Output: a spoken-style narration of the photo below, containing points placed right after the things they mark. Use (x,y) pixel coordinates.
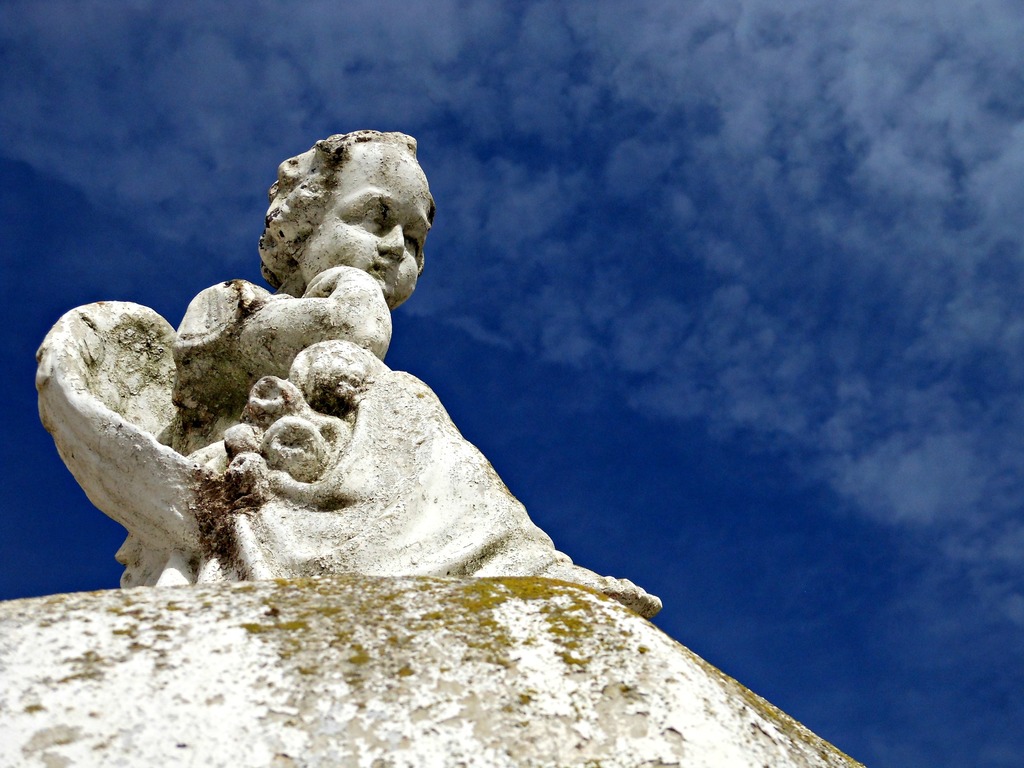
In the foreground (349,762) there is a sculpture (280,323). At the top (198,167) it is sky (615,317), it is a sunny day.
